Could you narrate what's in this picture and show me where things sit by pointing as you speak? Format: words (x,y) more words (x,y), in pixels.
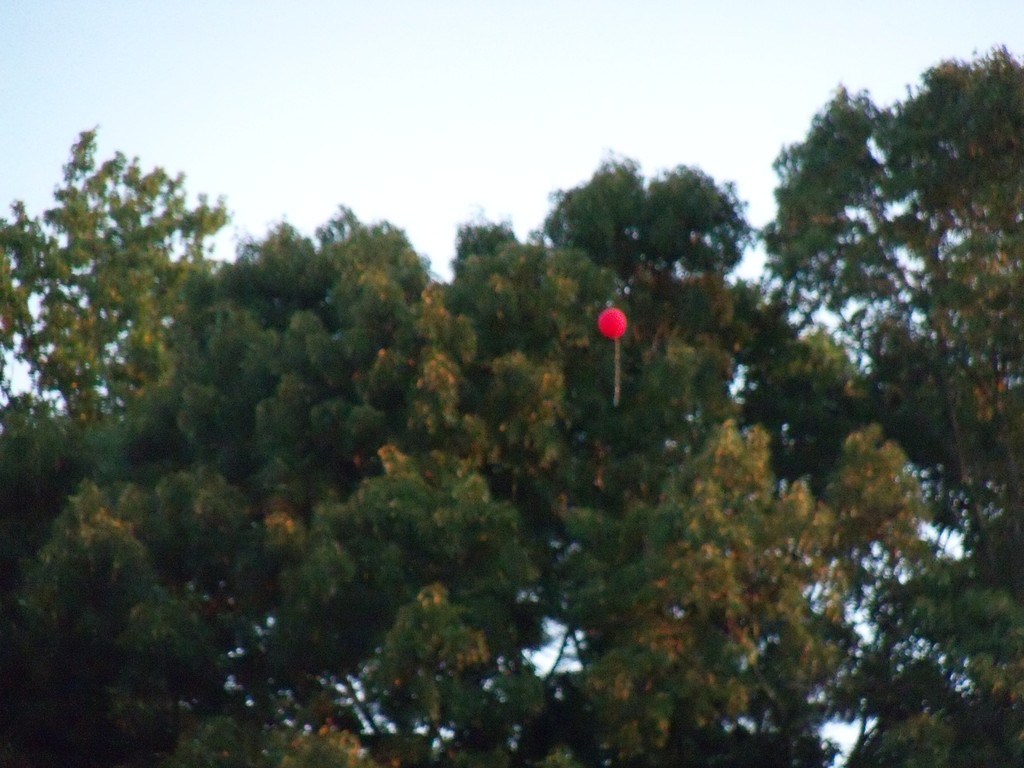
In this image I see number of trees (776,296) and I see a balloon (625,321) over here which is of red color and I see the sky (630,149).
